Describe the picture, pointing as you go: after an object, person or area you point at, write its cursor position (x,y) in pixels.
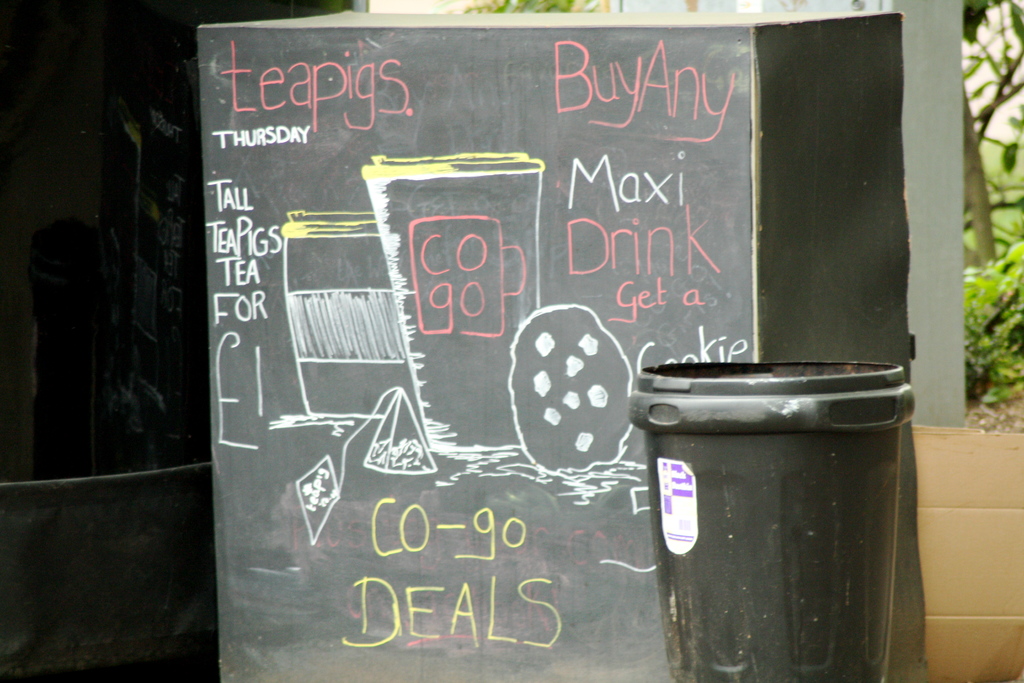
In this picture there is a board (554,213) and there is text (411,590) and there are cups (362,293) and there is a cookie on the board (486,298). In the foreground (818,682) there is an object (774,553). At the back (982,365) there are trees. On the left side of the image (143,91) where it looks like a board (104,457). At the bottom right (969,492) there is a cardboard box (960,483).
